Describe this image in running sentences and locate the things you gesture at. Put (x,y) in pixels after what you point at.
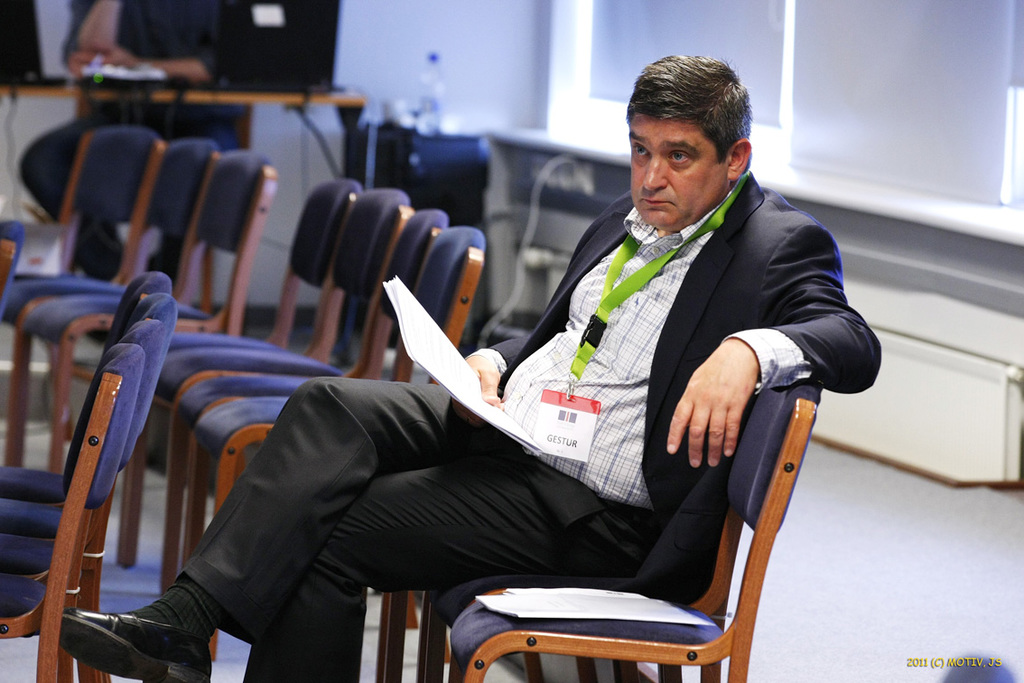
In this picture a man (310,472) is seated on the chair (618,582) and he is holding a piece of paper (421,337), in the background (103,48) we can see another man (50,152) is working with his laptop (260,41) and also we can see a bottle (438,122).
